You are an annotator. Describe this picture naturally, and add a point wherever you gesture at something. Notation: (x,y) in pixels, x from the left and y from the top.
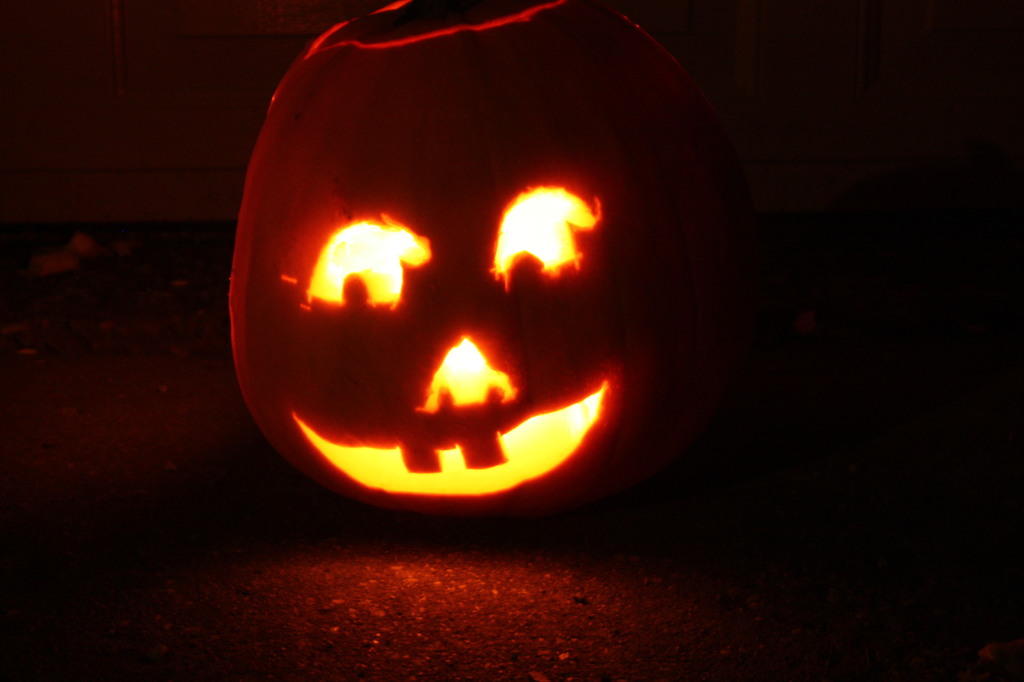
There is a light (424,251) arranged in the pumpkin (558,261). Which is cut in the shape of person's face (558,220). This pumpkin (558,176) is placed on the floor (396,568). And the background (866,30) is dark in color.
